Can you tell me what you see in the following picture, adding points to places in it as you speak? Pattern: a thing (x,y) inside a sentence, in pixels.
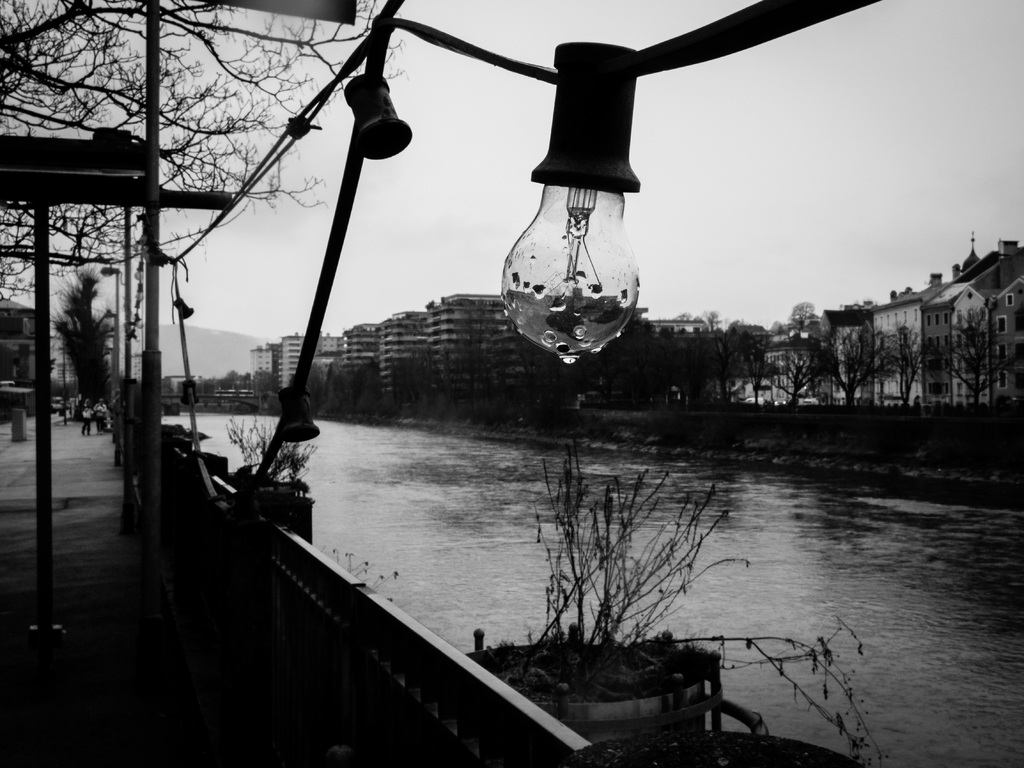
In this image, we can see a bulb (576,307) with water droplets (568,360). Here we can see wires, rods (126,483), plants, railing (391,657) and walkway (115,630). In the middle of the image (456,503), we can see a water flow (736,515), few trees (960,374), buildings (419,332), people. Here there is a sky (470,221). It is a black and white image.
